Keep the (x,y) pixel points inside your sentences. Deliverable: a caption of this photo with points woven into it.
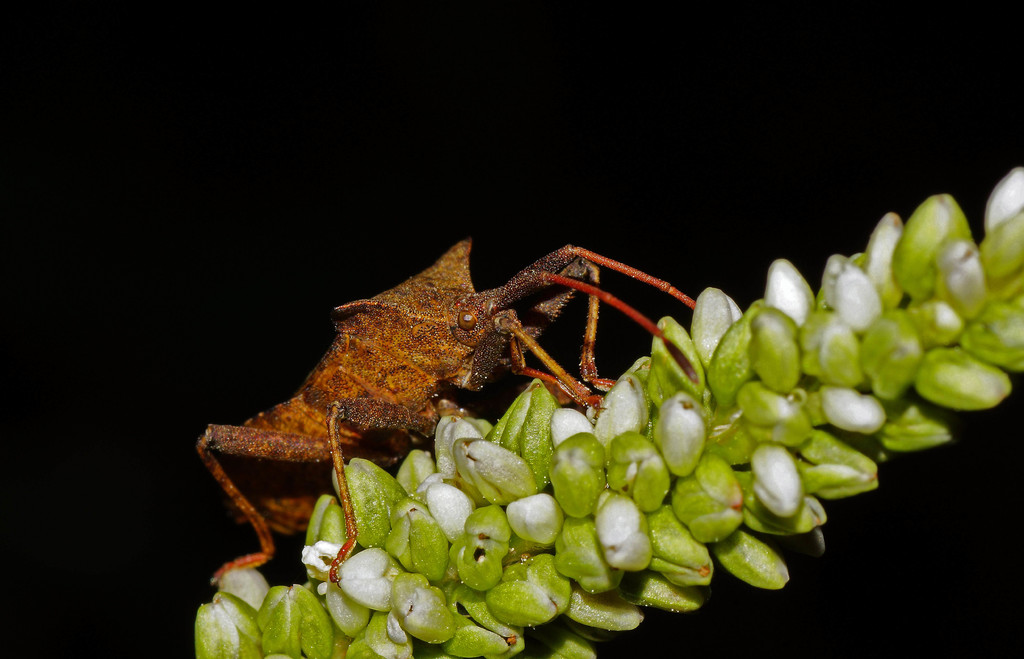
In this picture I can see an insect (594,300) in front (442,291), which is of brown and red color and it is on the white and green color things (568,464). I see that it is dark in the background (857,621).
